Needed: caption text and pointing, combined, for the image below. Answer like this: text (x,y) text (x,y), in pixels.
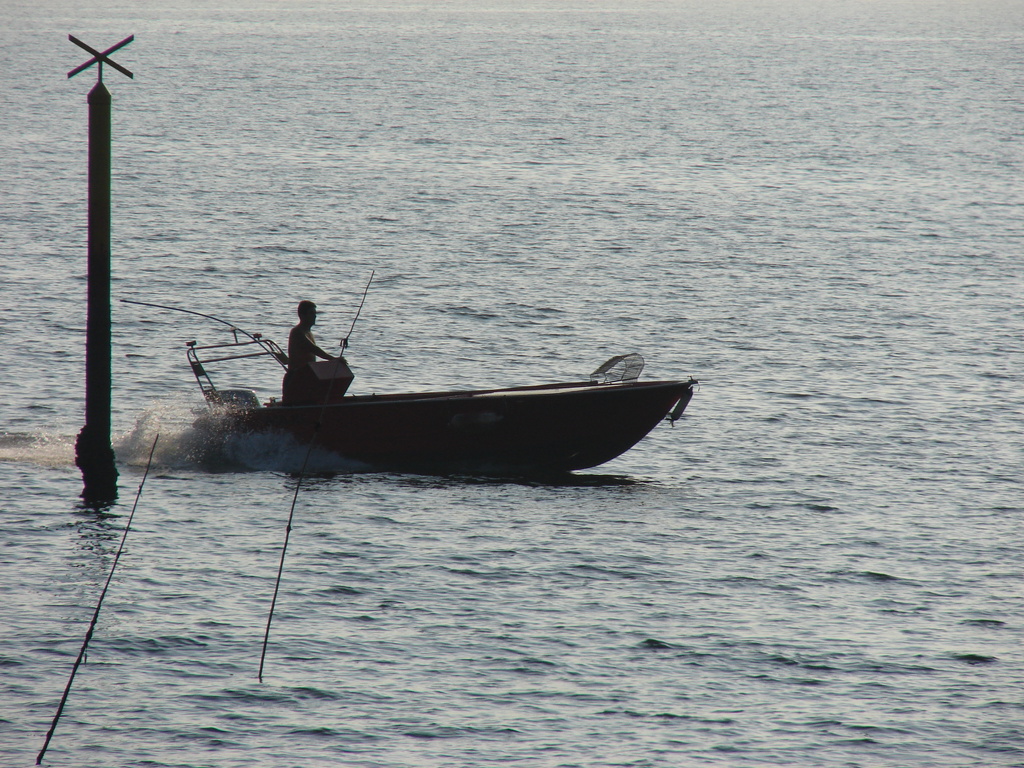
In this image there is a person (304,335) standing on the boat (427,426), which is on the river (471,609) and there is like a pole (99,75).
